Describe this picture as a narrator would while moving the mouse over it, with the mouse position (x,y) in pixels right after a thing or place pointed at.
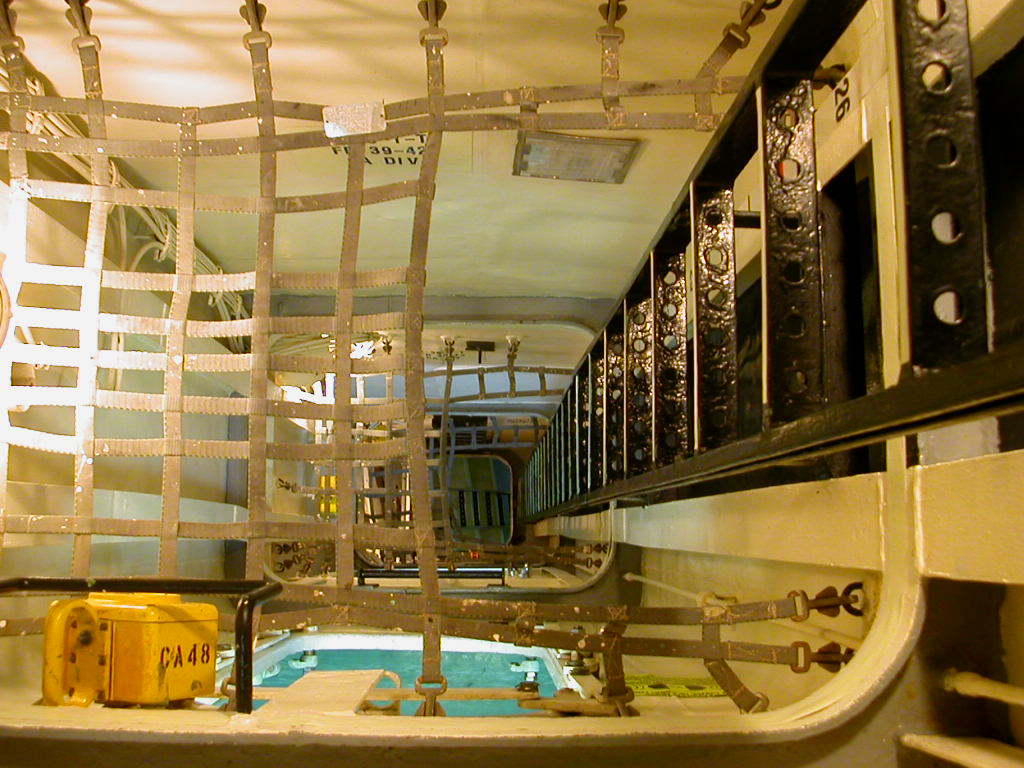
In this picture we can see a rods (243,680), steel rods (679,298) and a cloth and this are net (198,119) with the metal item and here we can see a floor (380,651) i think it is a painted deck (290,682) and straps (586,643) attached with the hook (846,592) and here it is some box machine (74,649).
